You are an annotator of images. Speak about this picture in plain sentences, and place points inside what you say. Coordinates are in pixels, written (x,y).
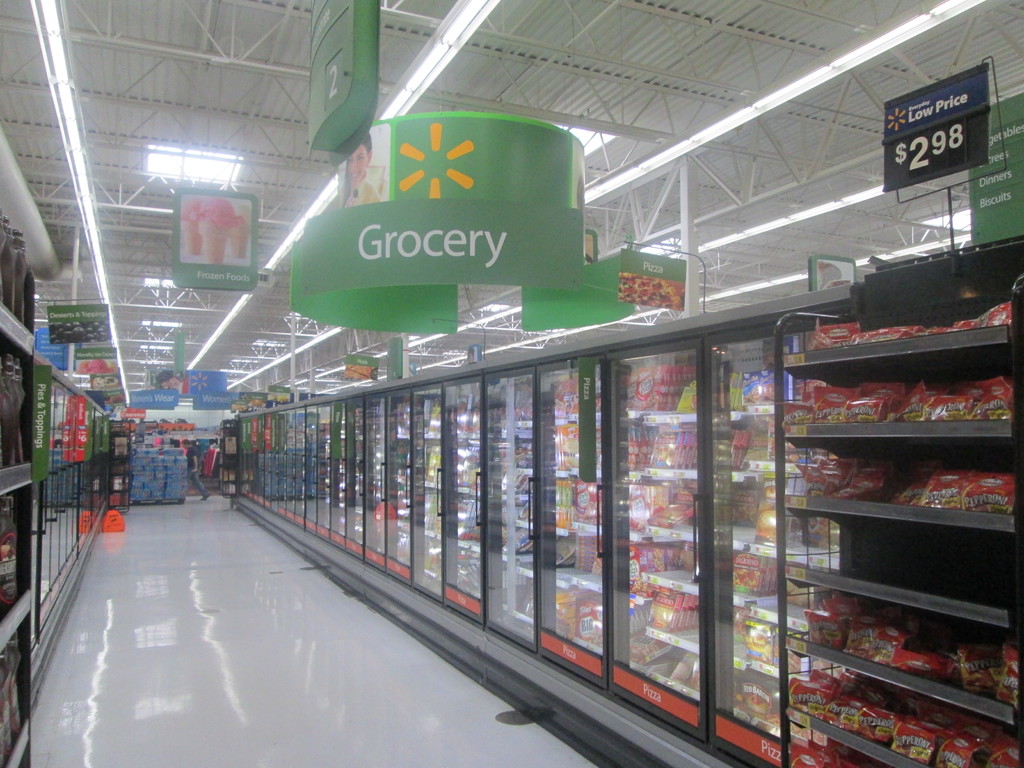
In this image we can see racks (935,593) with packets (852,637) and refrigerators (483,497) with items (361,453) on the right side (708,412). Also there is a price tag (962,156). And there are banners (328,271) and lights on the ceiling (304,154). Also there are rods (132,108). On the left side (69,379) there are shelves (3,481). In the back (117,449) there are some items (152,457). Also there is a person (194,475) walking.
